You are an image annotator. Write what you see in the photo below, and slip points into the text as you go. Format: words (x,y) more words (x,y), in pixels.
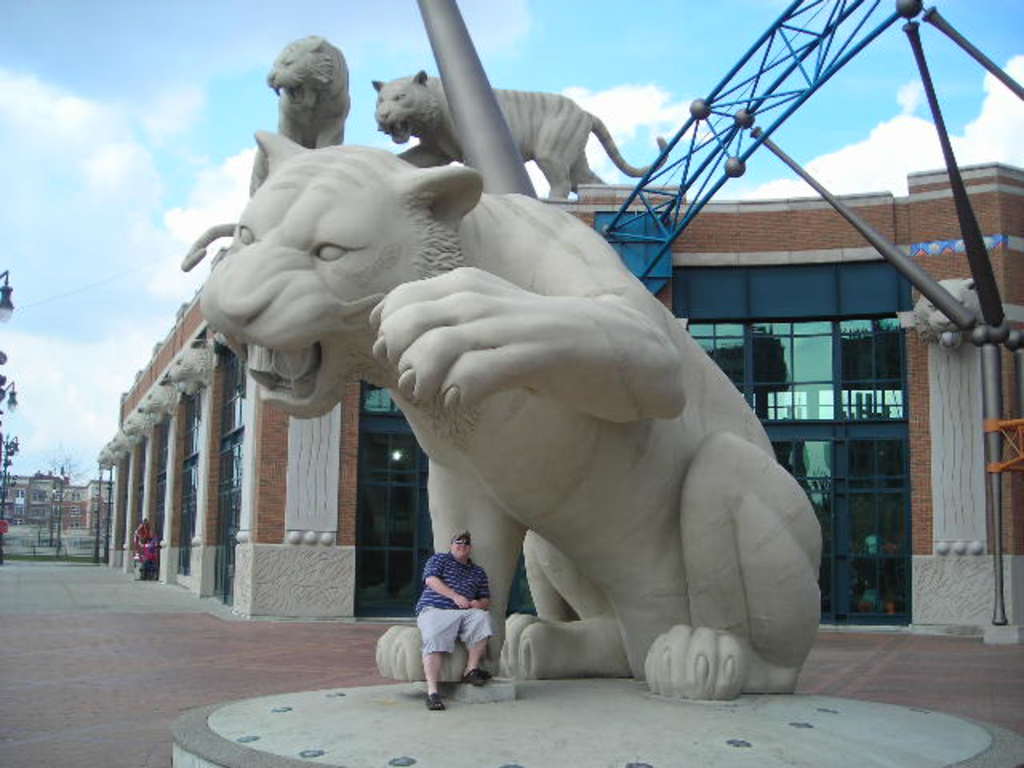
In this image we can see three animal sculptures (527,264), there are some buildings (282,502), poles (723,91), and light poles (12,389), there are two persons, one of them is sitting on a sculpture (458,511), also we can see the sky (90,186).
